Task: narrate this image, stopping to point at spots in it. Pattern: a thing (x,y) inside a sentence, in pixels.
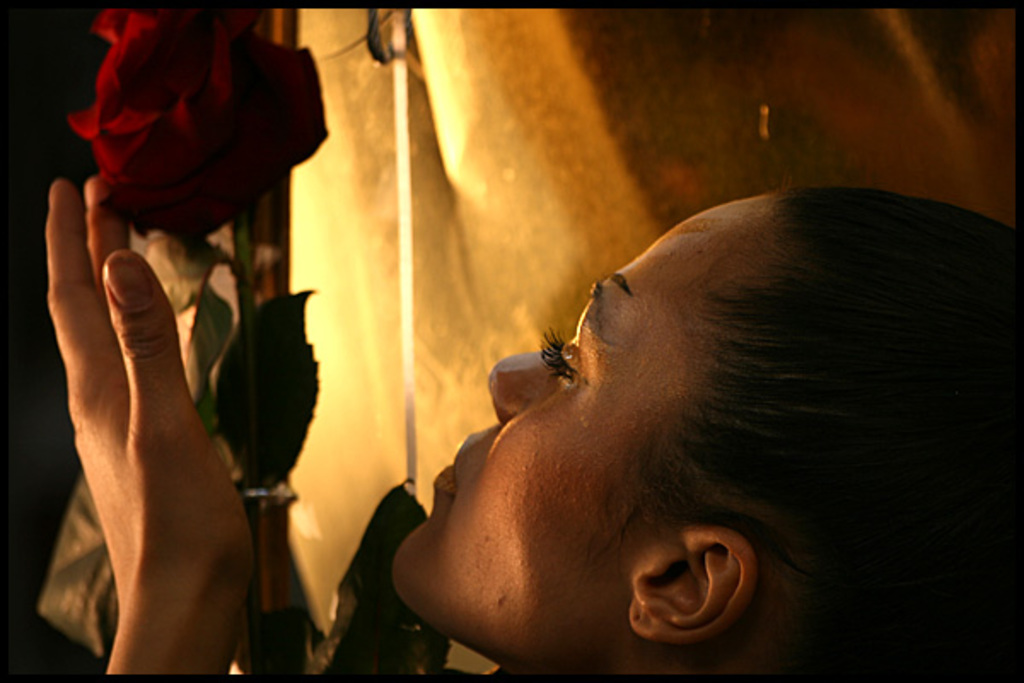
In this picture, there is a woman (141,318) holding a rose (260,154).
